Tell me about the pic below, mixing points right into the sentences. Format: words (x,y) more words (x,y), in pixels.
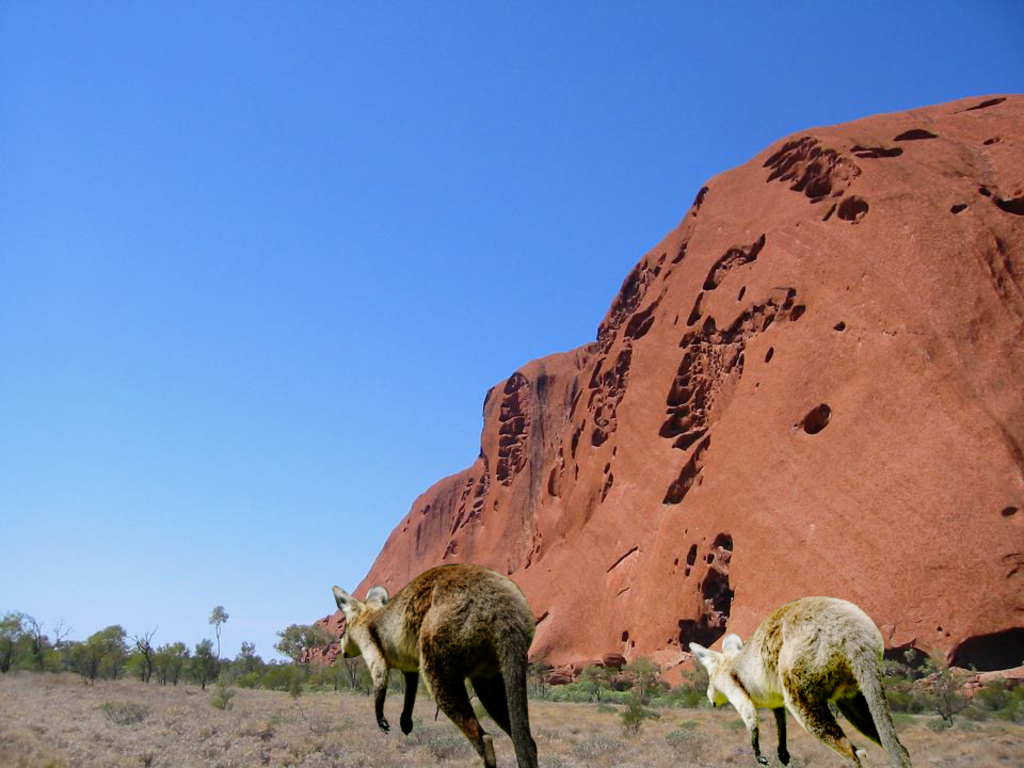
There are kangaroos (509,656) in the foreground area of the image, there are trees (932,705), it seems like the mountain (733,465) and the sky (456,399) in the background (870,374).
